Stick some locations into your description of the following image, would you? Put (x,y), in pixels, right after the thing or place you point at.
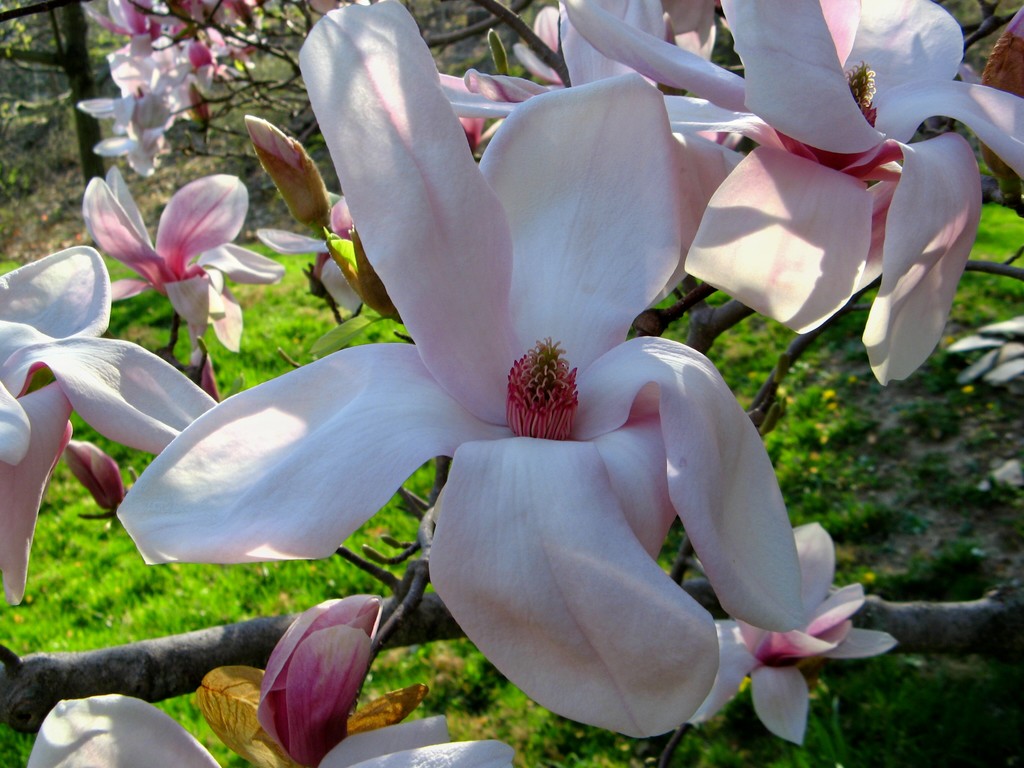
In this image in the foreground (257,153) there are some flowers (318,365), and in the background (251,259) also there are flowers (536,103) and trees (401,495). At the bottom (873,515) there is grass (832,474).
